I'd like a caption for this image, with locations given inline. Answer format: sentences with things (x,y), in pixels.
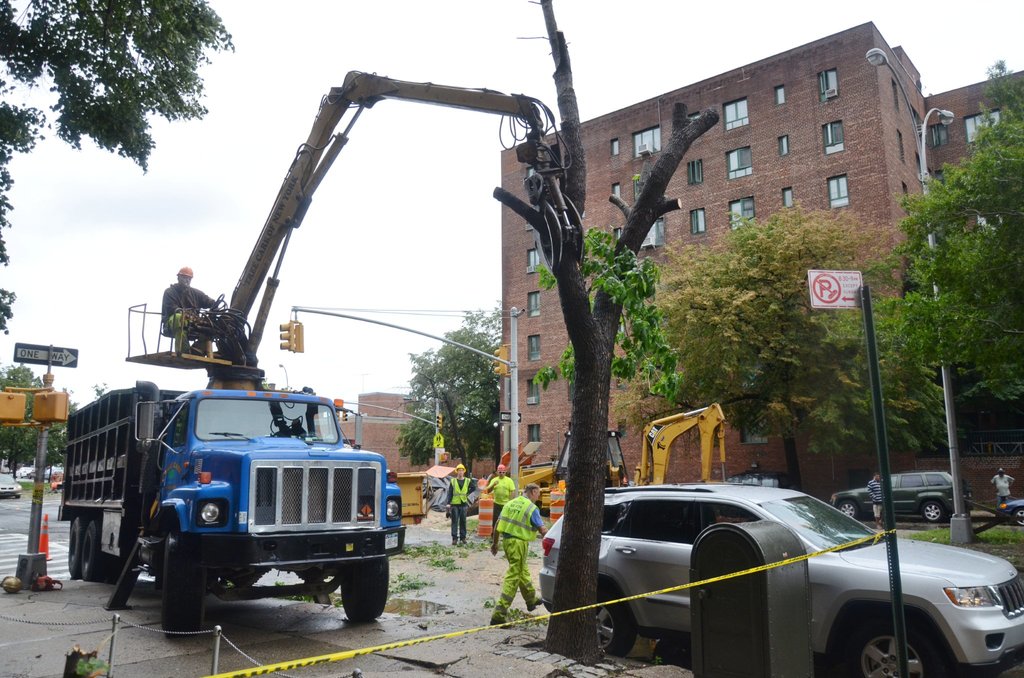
In the image we can see some vehicles (552,226) and trees (764,238) and poles (967,523) and sign boards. Behind them there are some buildings (767,213) and few people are standing. At the top of the image (184,203) there are some clouds (927,51) and sky (287,15).
